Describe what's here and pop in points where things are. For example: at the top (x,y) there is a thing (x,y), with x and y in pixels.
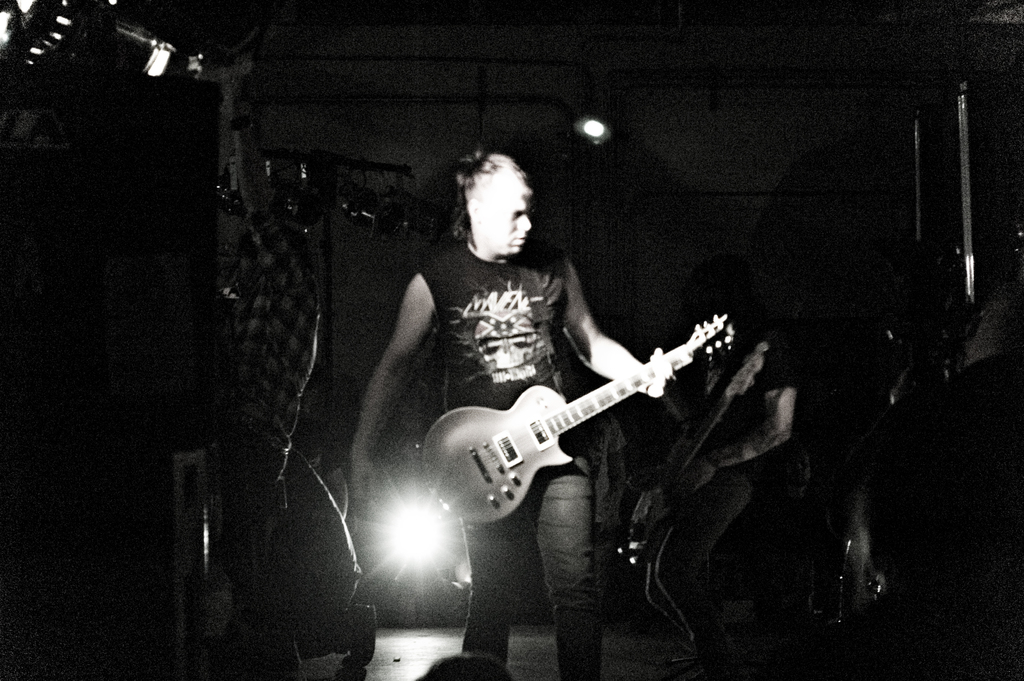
In this image i can see a man (519,263) is playing guitar (545,421) in his hand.
